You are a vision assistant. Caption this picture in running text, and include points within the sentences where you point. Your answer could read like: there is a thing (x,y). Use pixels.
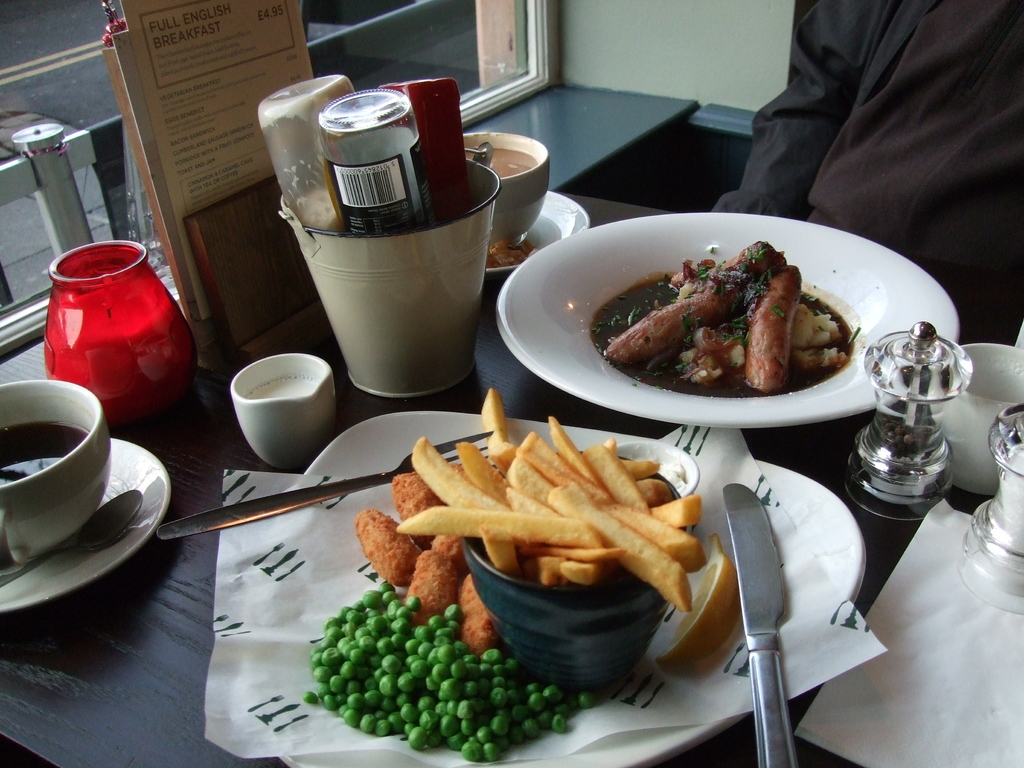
In this picture I can see food items (678,390) on the plates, there is a spoon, fork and a knife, there are salt and pepper jars (995,573), there are cups (978,481) with liquids (36,438) in it, there are saucers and some other objects (981,726) on the table (967,497), and in the background (505,6) there is a wall (756,20) and a window (506,50).
